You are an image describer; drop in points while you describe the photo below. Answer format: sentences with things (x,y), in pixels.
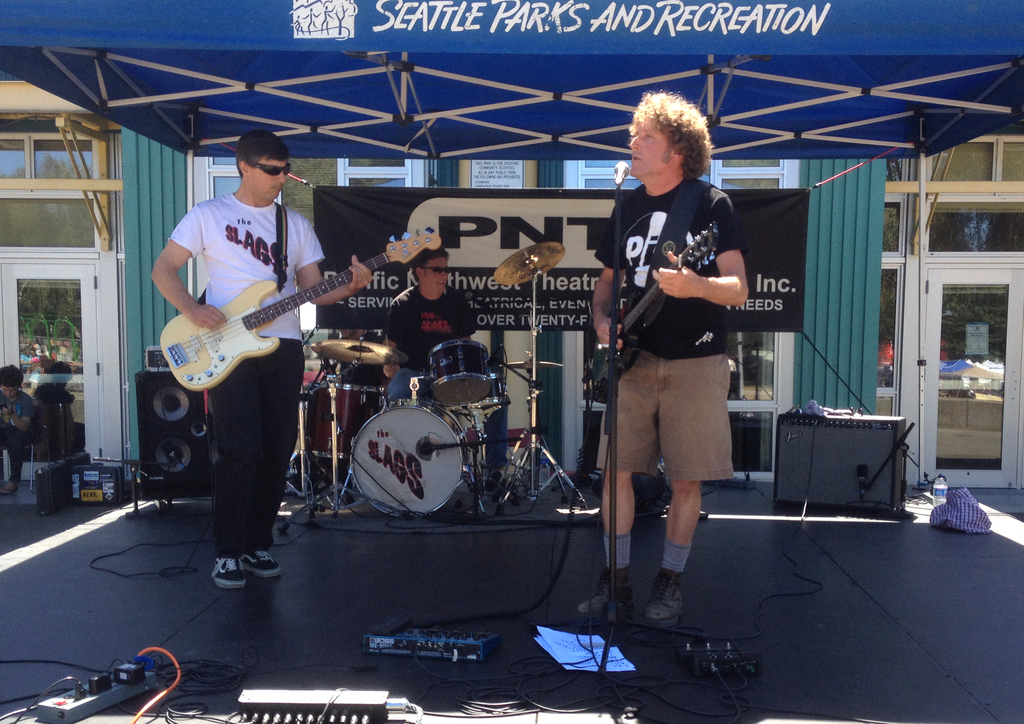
In this image there is a man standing and playing guitar (165,354), another person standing and playing guitar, another person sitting and playing drums (448,395) and the background there is speakers (854,430), papers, cables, switch board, building (119,445) and a banner (361,246).
